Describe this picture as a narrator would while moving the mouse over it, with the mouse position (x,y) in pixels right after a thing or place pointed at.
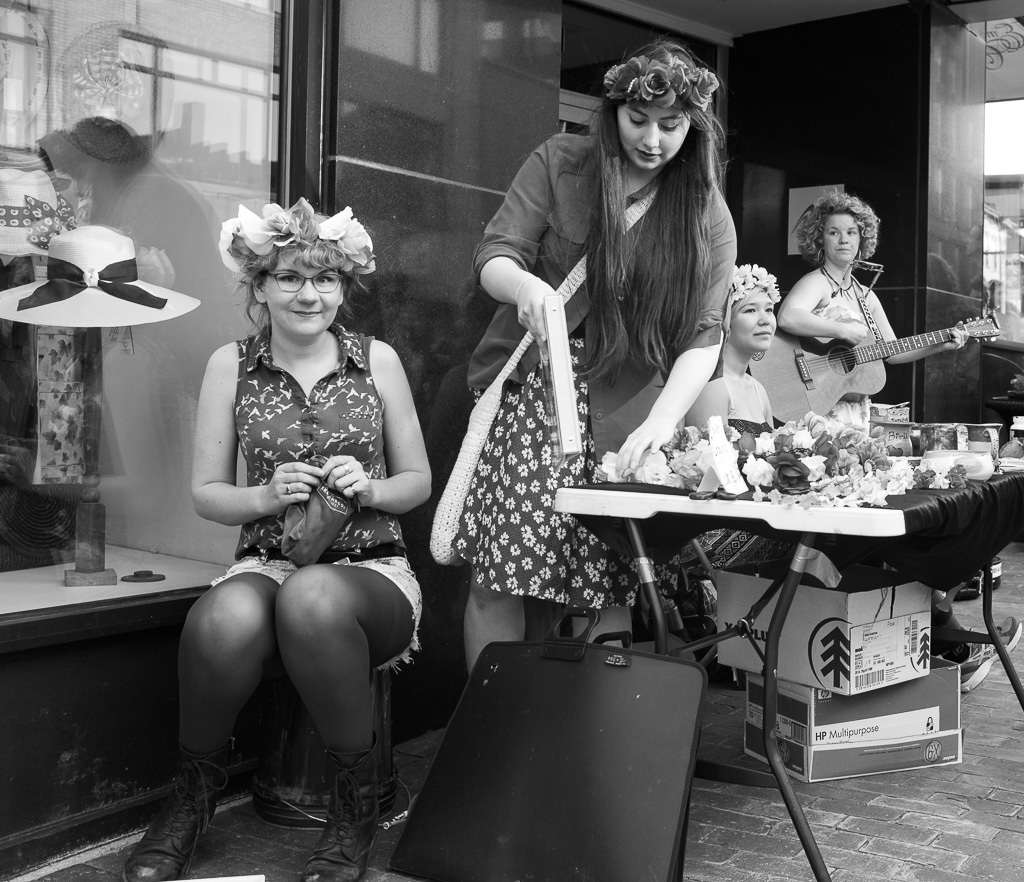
In this image there are two persons (203,485) sitting, two persons (603,146) standing, flowers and some objects (965,460) on the table (791,594), a person (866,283) holding a guitar (787,383), there are cardboard boxes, neck mannequin (97,438), hats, houses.
